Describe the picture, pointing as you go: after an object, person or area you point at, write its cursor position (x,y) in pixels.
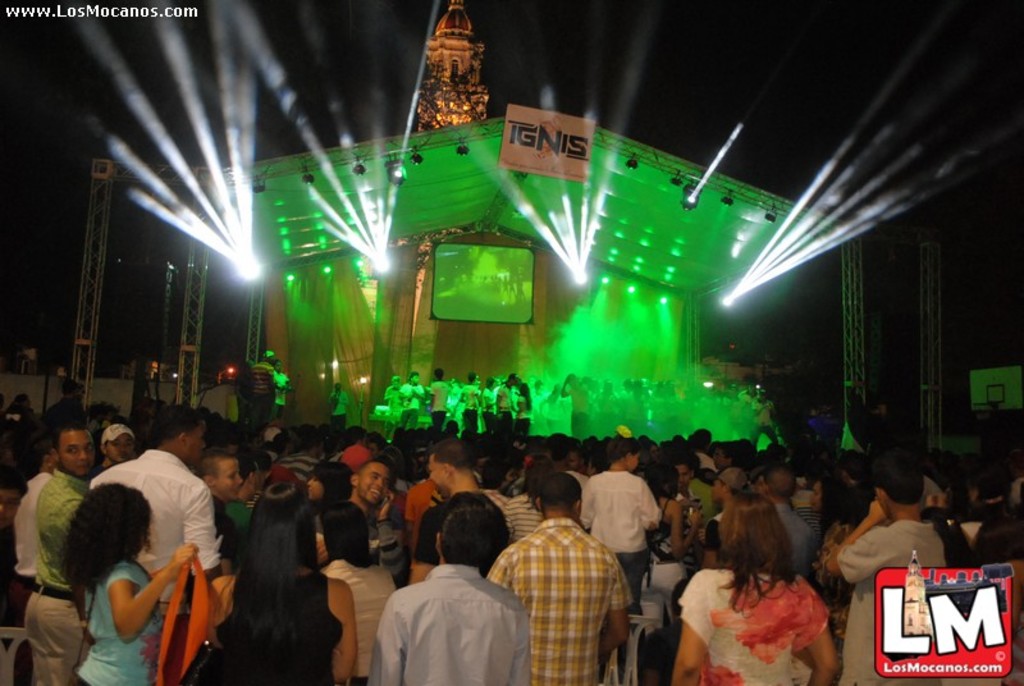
In the foreground of this image (526,577), there is the crowd (317,577) standing on the bottom (461,563). In the background (450,407), on the stage (486,334) there are persons (523,393) standing, smoke (637,357), green light (637,310), a screen (514,291), few white lights (573,249), a board (545,136), few poles (854,332) either side to the stage (548,284), a dome (457,60) of a building (455,92) and the dark sky (704,73). On the right (978,389), there is a basket (1004,396) to the pole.
